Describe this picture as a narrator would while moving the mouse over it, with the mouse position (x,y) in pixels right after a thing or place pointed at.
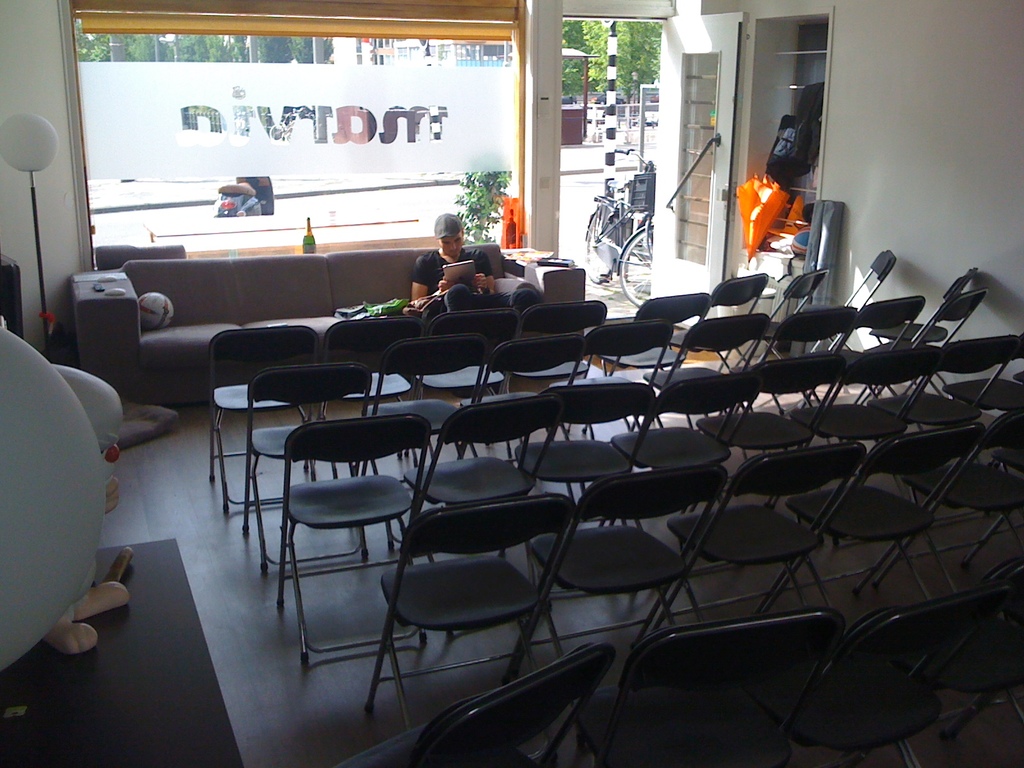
In this picture we can see the inside view of a room (435,416). These are the chairs (444,353) and there is a person (458,249) sitting on the sofa (189,335). On the background (296,161) there is a glass (345,79). And these are the trees (259,40). Here we can see a bicycle (611,204). And this is the door (674,136) and there is a wall (927,169).
